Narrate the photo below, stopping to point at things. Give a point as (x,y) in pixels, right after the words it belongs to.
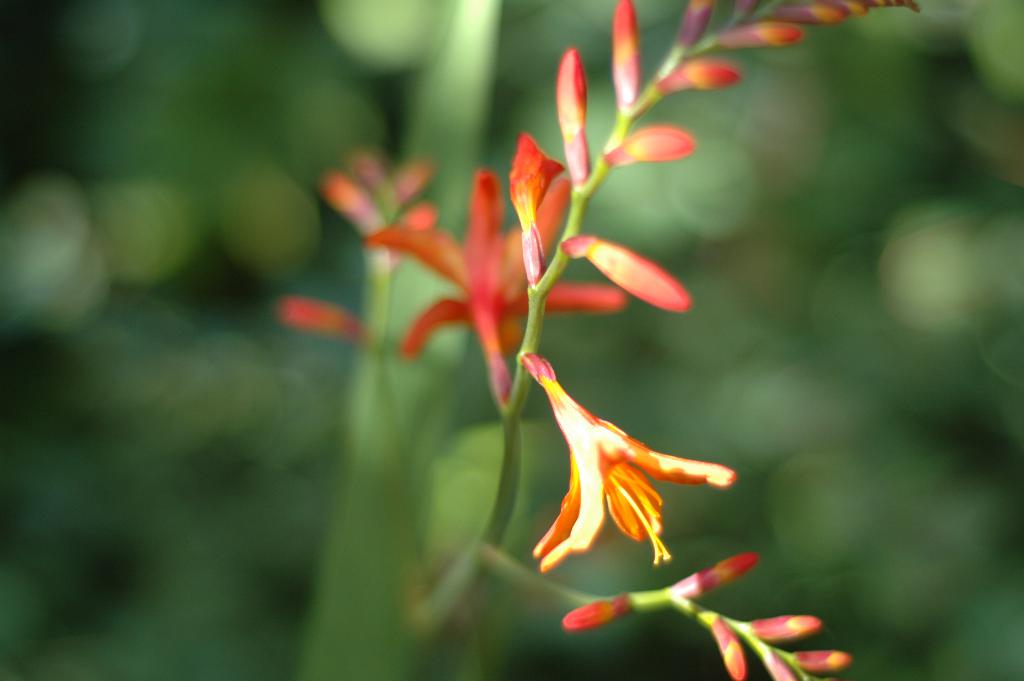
In this picture I can see a flower (641,462).
